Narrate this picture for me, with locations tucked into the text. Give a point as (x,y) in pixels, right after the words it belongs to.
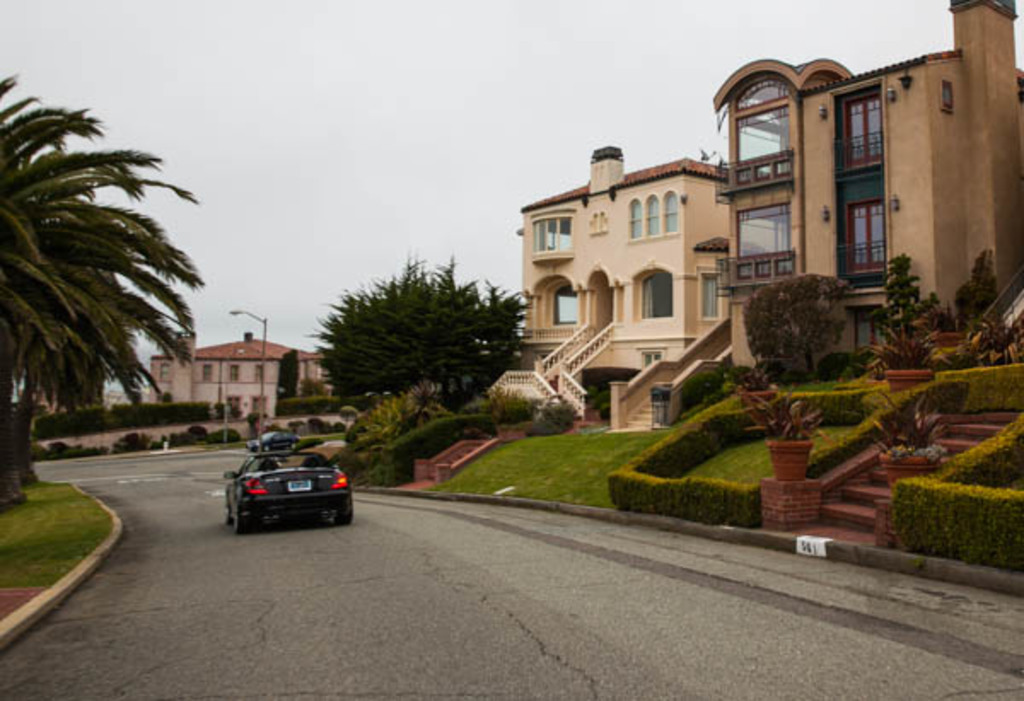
In this picture I can see vehicles (258,522) on the road (550,583), there are plants (372,403), grass (484,469), there are buildings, there are trees (459,364), and in the background (392,179) there is the sky (503,78).
